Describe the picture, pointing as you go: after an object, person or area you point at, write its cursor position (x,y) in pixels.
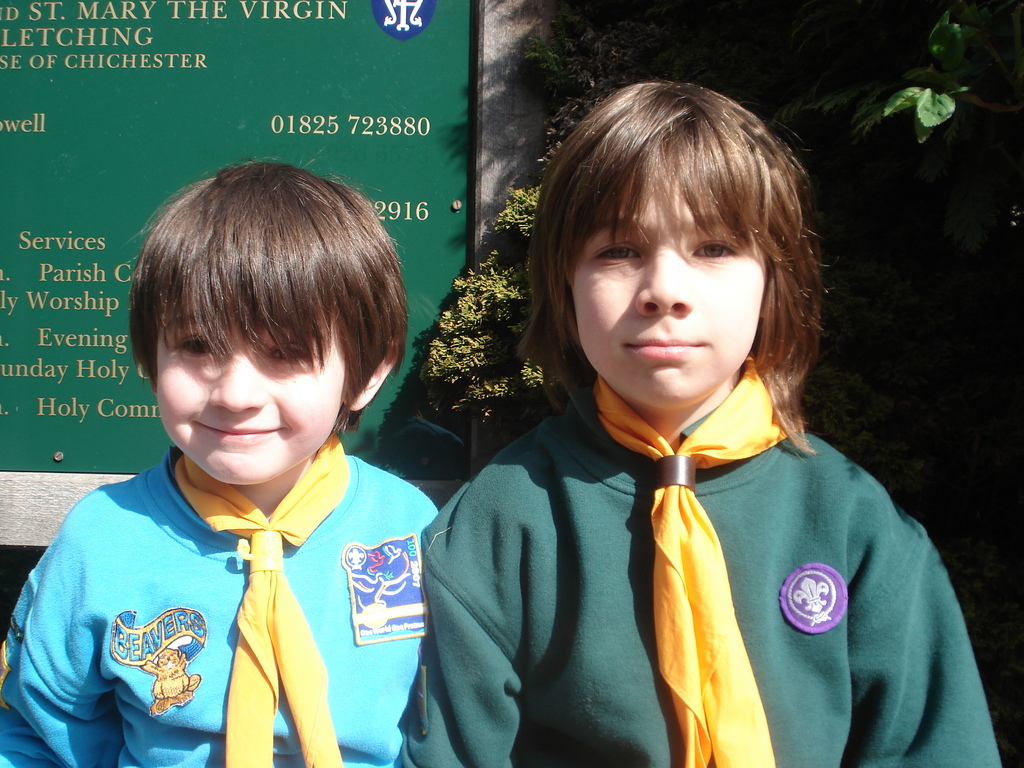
In this image I can see a child (177,602) wearing blue and yellow colored dress (213,600) and another child (587,607) wearing green and yellow colored dress (650,611). In the background (943,184) I can see few trees (821,172) and a huge green colored board (231,136).
